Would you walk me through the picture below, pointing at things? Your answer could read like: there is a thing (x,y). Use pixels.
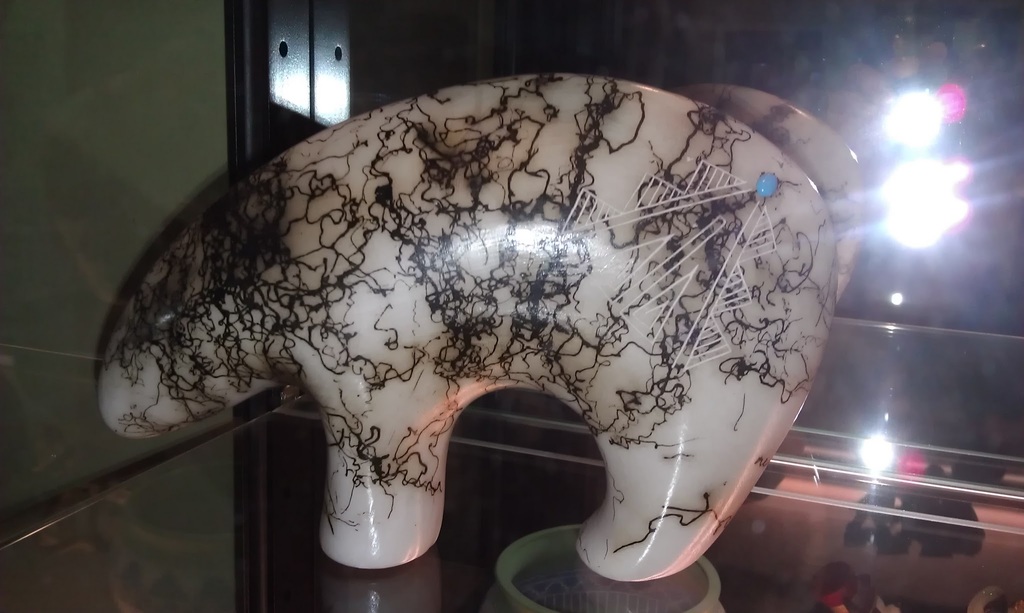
In this picture I can see the statue (694,271) which is kept on the glass table (849,517). On the left (72,131) there is a wall (133,125). In the back (898,177) I can see the focus lights (935,179).
